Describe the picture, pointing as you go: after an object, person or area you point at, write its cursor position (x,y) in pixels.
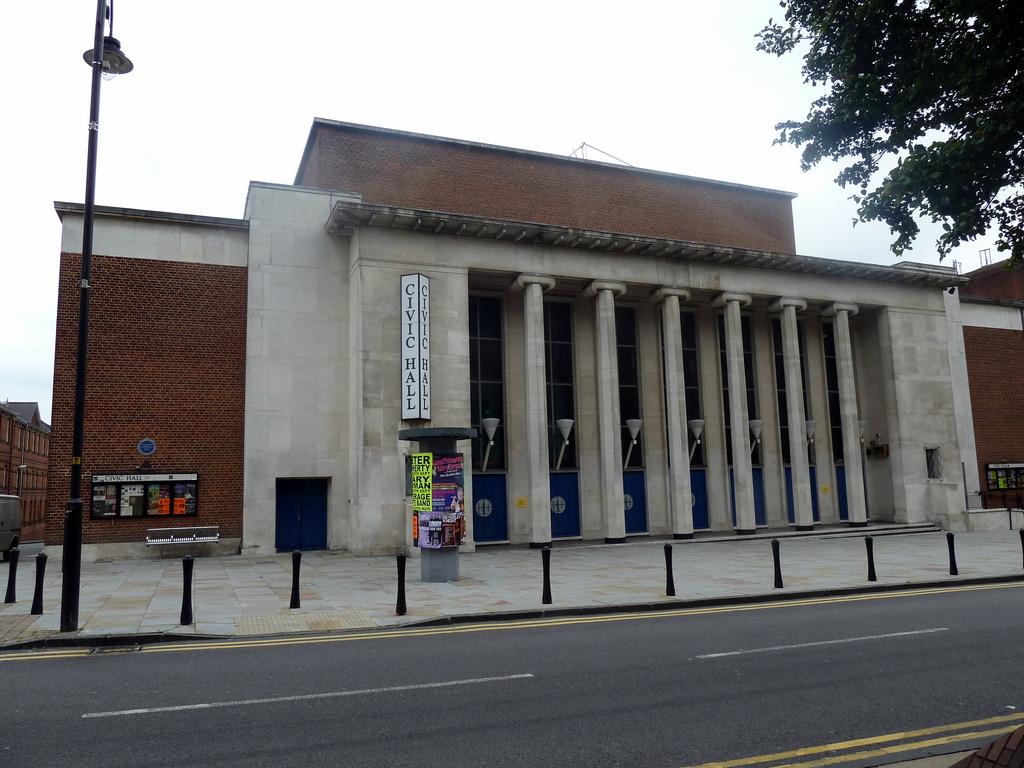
In this image, I can see a building (481,430) with the boards (156,483), pillars (536,414) and lights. In front of a building (506,457), I can see the road (839,642) and small poles (40,589). At the top right side of the image (909,185), there is a tree (962,120). On the left side of the image (12,502), I can see a light pole (102,17), vehicle (12,517) and a building (25,442). In the background (158,127), there is the sky (552,79).
